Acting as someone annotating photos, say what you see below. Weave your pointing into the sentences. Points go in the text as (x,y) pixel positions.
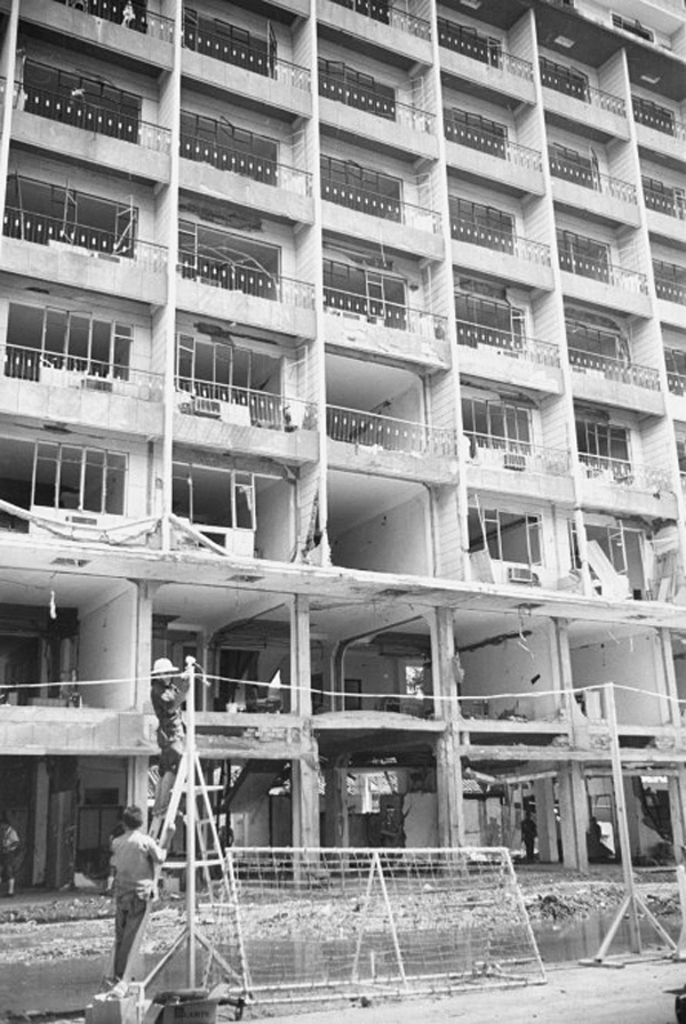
In this image we can see building (384,302) with windows (273,52), ladder (145,899), fence (400,870), stand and people (134,938).
